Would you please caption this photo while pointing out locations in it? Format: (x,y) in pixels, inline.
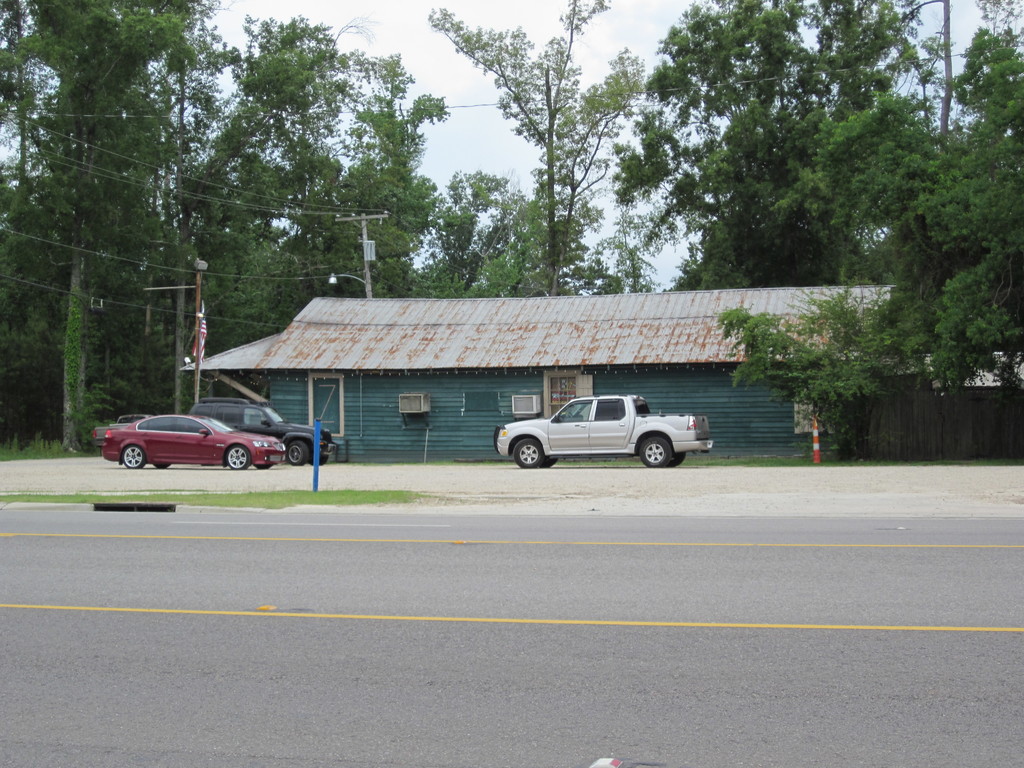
In the picture I can see vehicles (197,410) on the ground (329,471). I can also see yellow color lines (475,542) on the road (434,594). In the background (621,342) I can see a house (627,330), trees (325,188), poles (196,284) which has wires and the sky (507,135).
